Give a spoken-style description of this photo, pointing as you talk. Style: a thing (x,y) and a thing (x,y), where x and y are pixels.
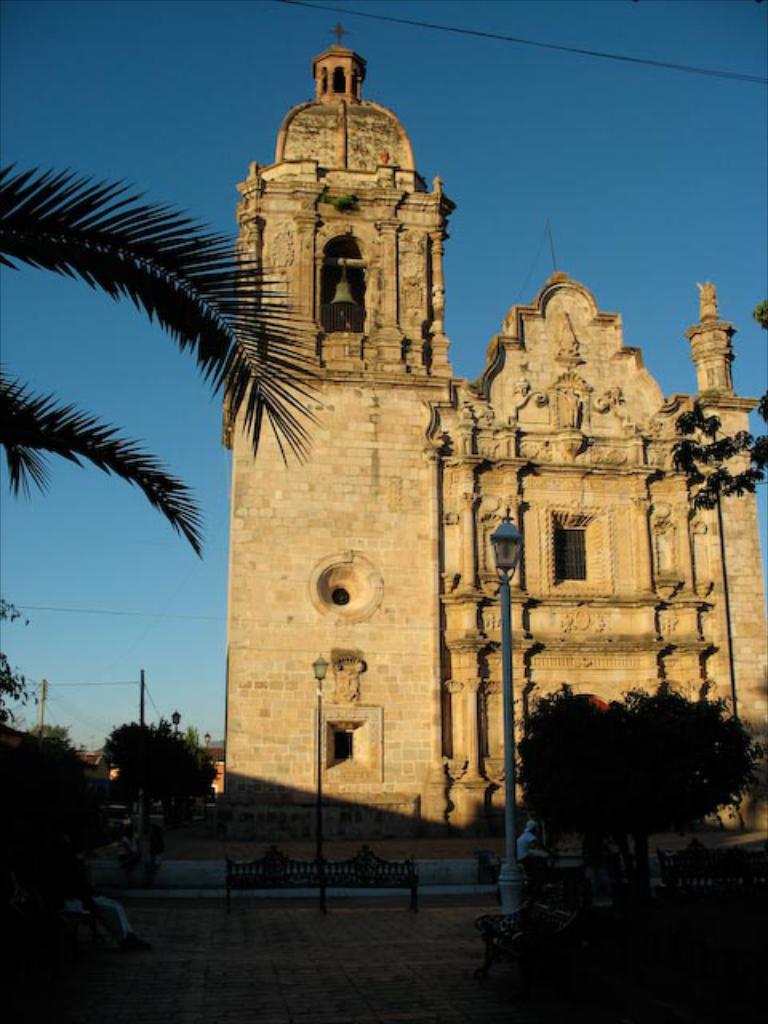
In this image in the center (510,668) there are persons (113,908) and there are empty bench (360,862), there are poles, trees (682,817). In the background (610,566) there are buildings (392,728) and there are poles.
